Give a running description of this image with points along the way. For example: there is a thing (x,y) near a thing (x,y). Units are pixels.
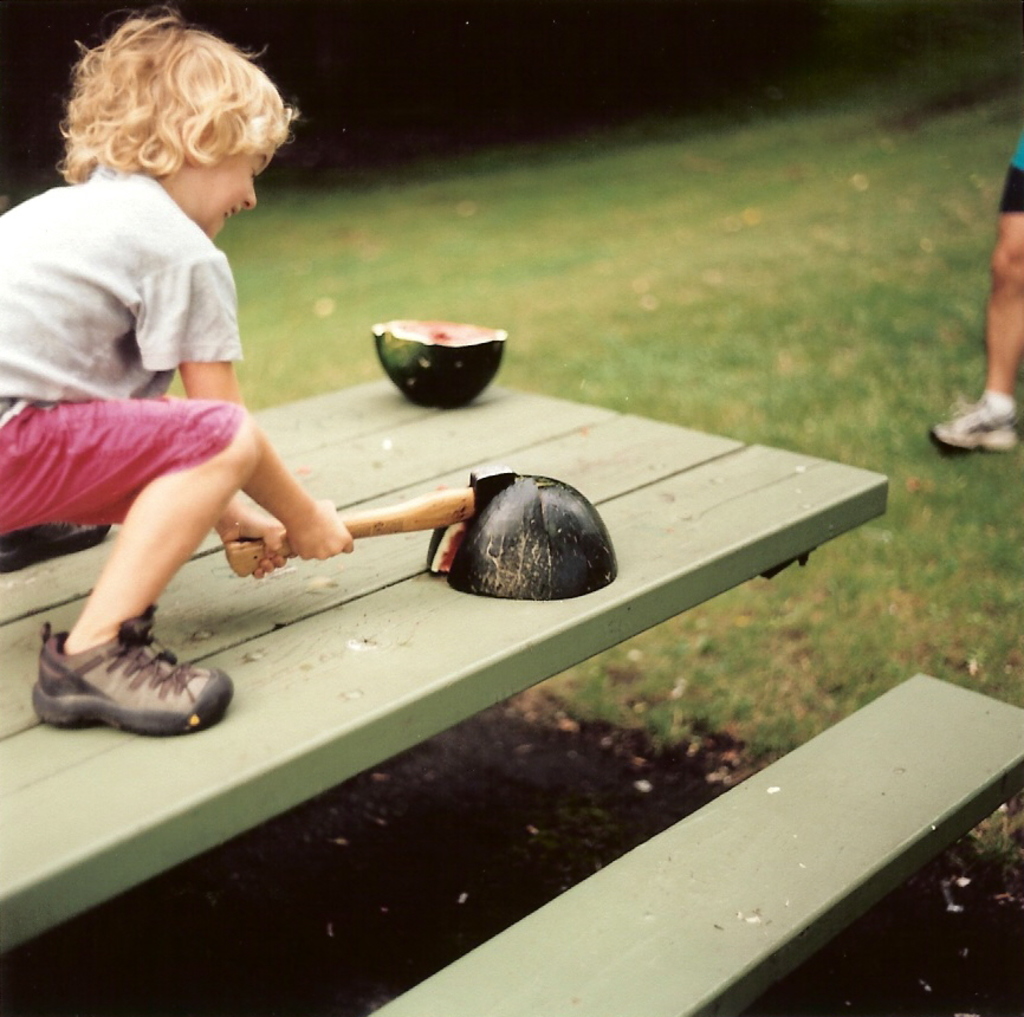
In this image, There is a table (194,785) which is in green color, There is a boy (83,311) sitting and he is holding a hatchet (432,512) and he is hitting on a black color object (525,546), In the background (855,587) there is grass (818,271) in green color and there is a person (1004,241) walking.
